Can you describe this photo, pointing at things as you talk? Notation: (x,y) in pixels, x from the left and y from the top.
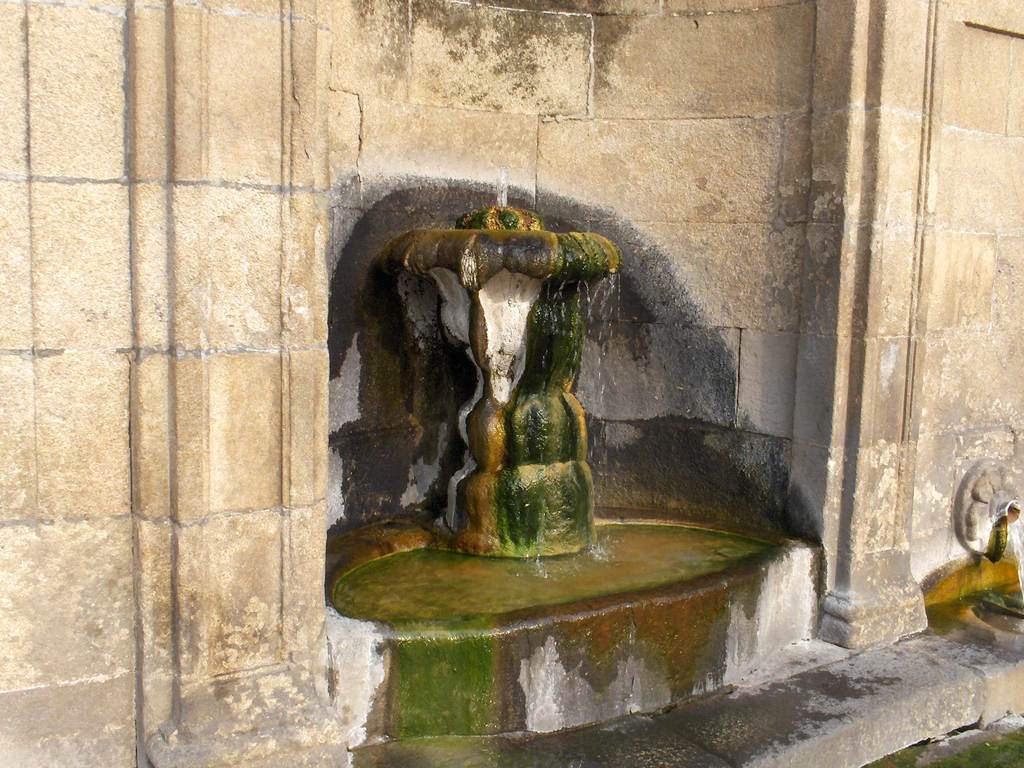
In this image, in the middle (532,365), we can see a fountain (532,372). In the background (366,195), we can see a wall (88,595).
